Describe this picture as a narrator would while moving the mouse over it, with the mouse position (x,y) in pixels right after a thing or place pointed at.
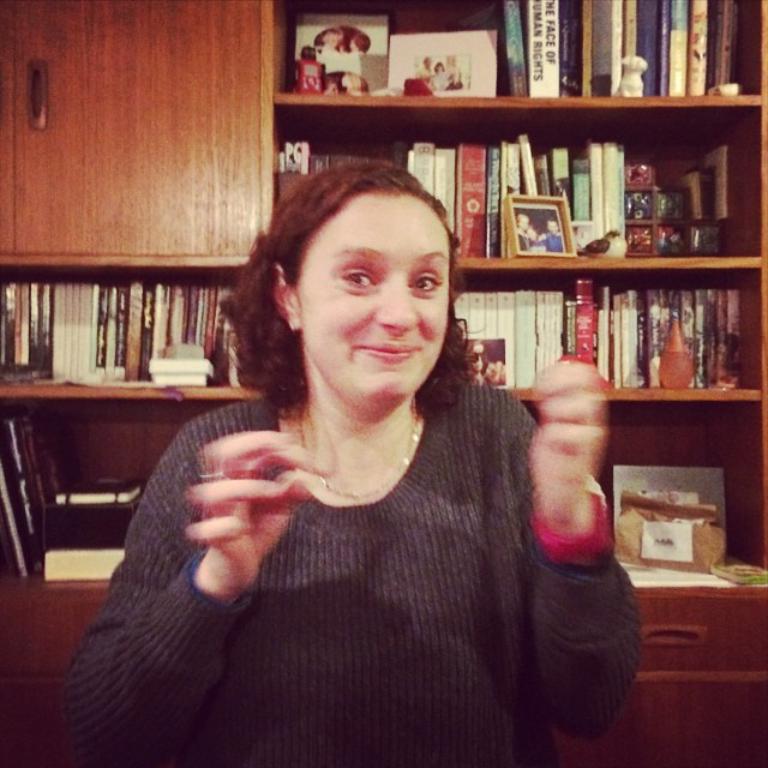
This image consists of a woman (337,571). In the background (122,319), we can see the books (623,152) kept in the racks (25,396). On the top left (71,151), there is a cupboard (160,213). At the bottom (694,668), there are drawers (694,668).
